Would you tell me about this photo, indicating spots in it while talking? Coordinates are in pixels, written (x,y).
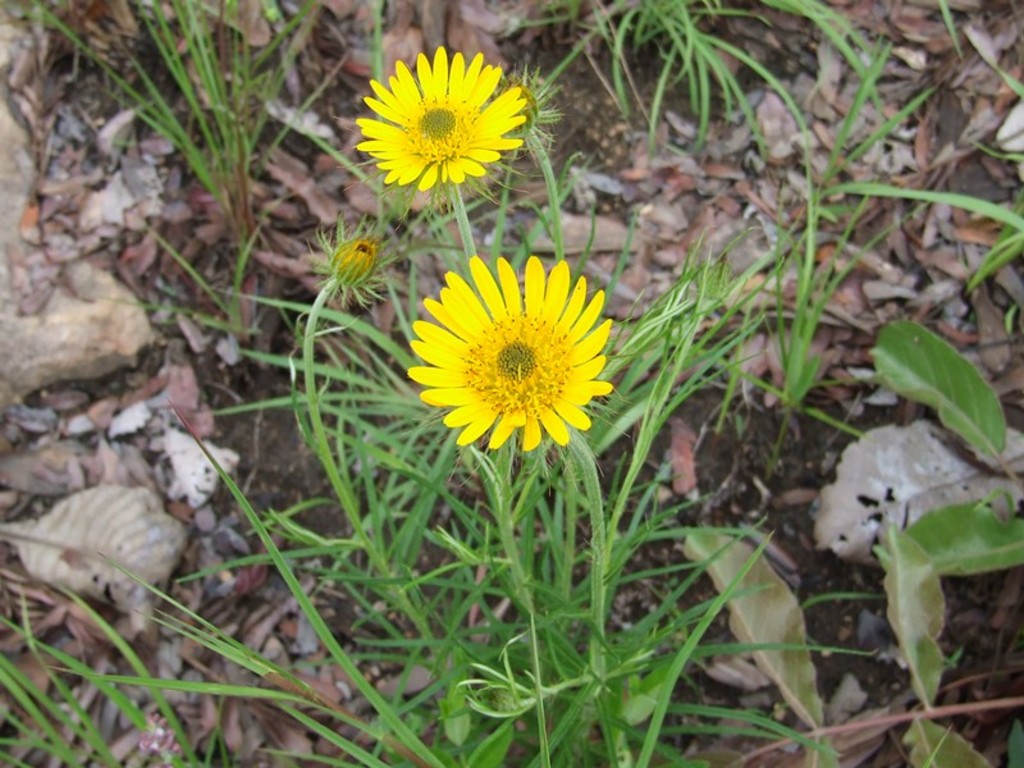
In this picture we can see two flowers (457,294), plants (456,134) and dried leaves (828,156) on the ground (788,550).
